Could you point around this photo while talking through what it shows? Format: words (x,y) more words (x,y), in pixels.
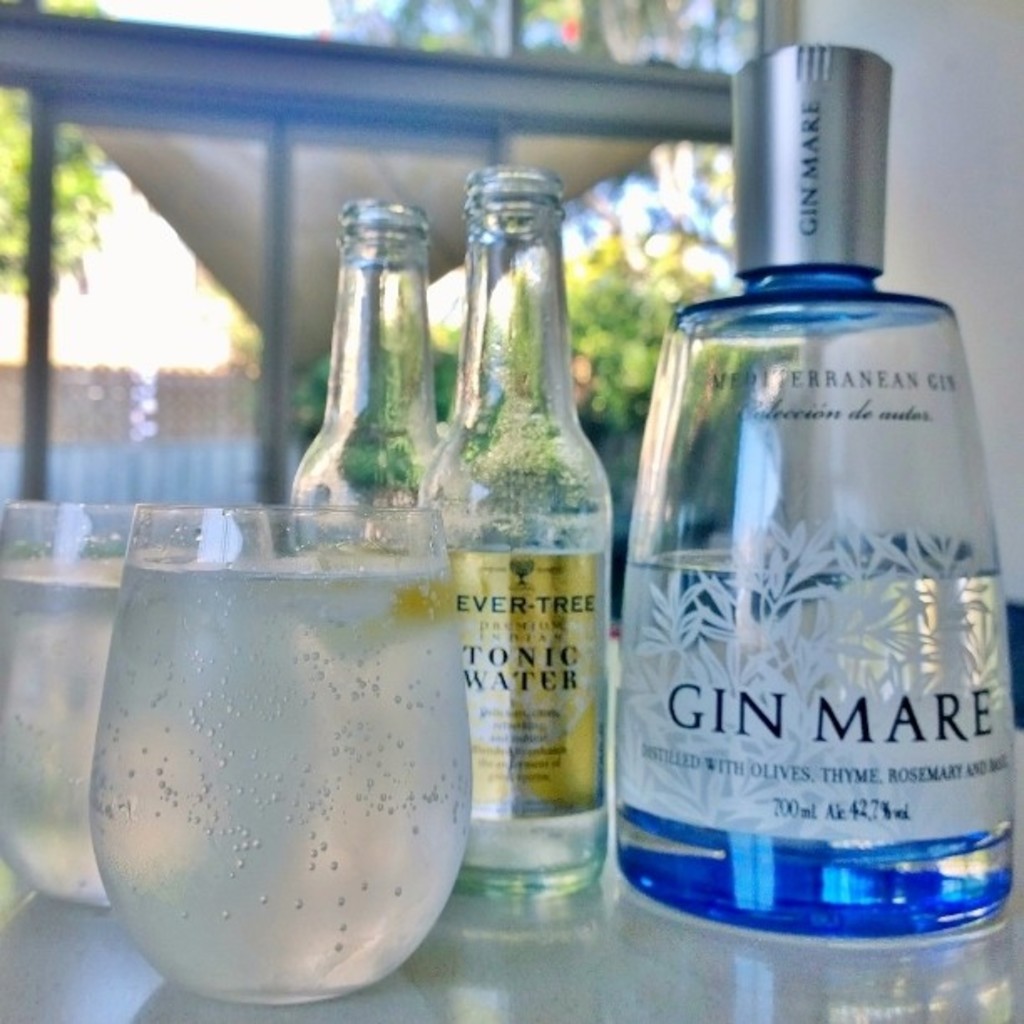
This picture is of inside. In the foreground (670,969) there is a table (670,969) on the top of which three glass bottles (695,447) and two glasses (238,653) containing drinks (327,785) are placed. In the background (173,271) there is a tent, sky (242,13), trees (77,187) and a wall (961,186).
